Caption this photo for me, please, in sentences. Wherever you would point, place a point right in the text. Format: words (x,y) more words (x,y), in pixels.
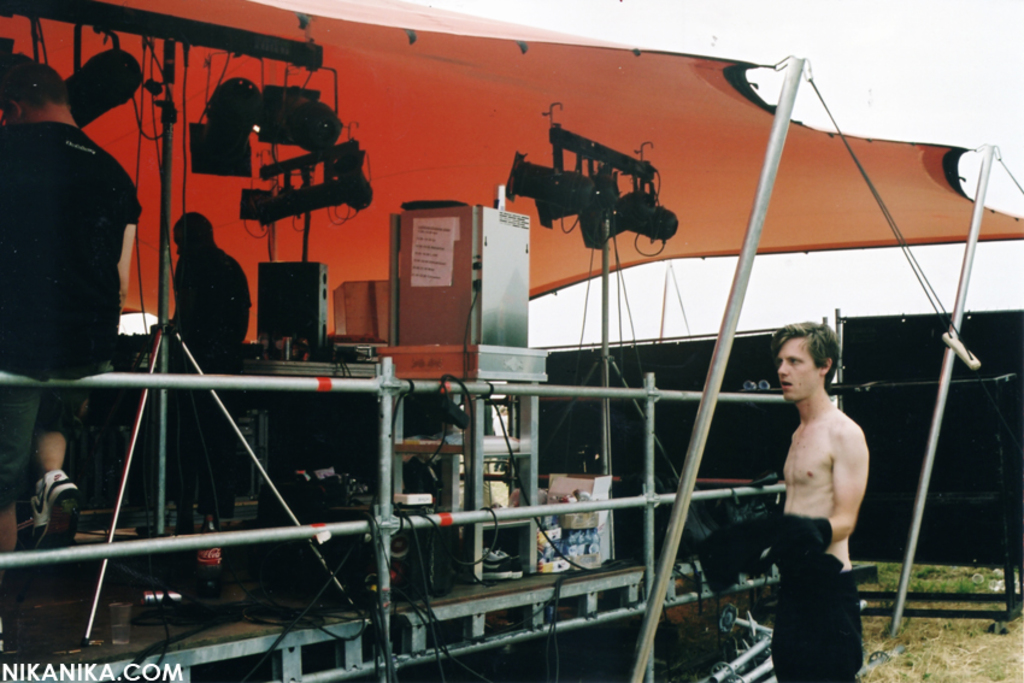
In this image, we can see persons (220,309), lights (542,186) and some objects (450,347) on the stage (335,632). There is a tent (568,92) at the top of the image (425,74). There is an another person (825,459) in the bottom right of the image (844,641).
